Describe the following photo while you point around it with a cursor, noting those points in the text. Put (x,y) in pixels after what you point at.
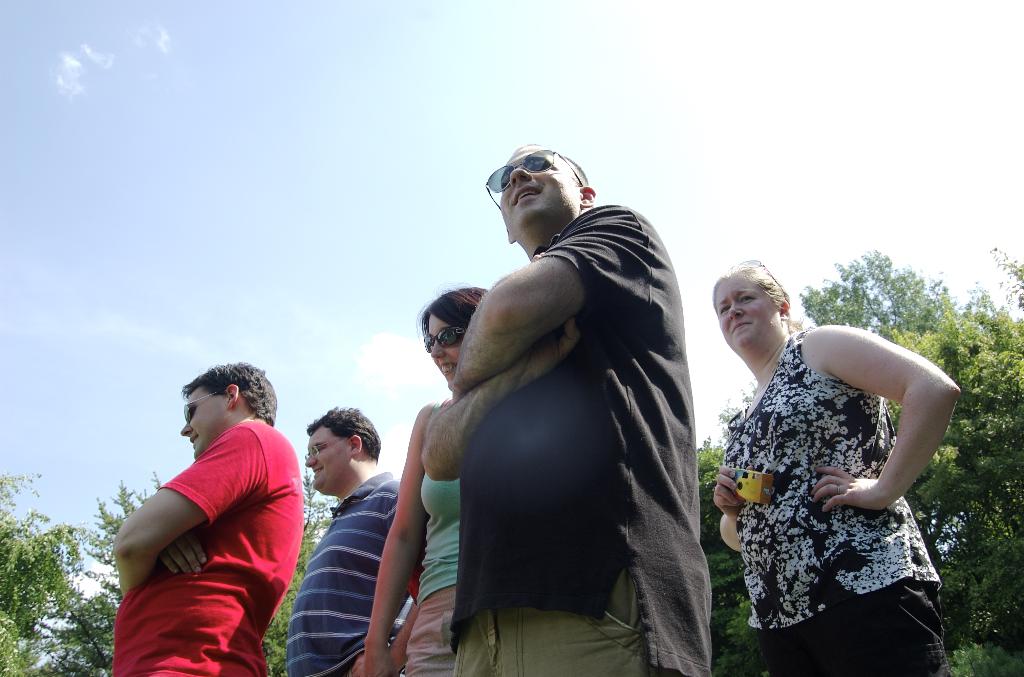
In this image we can see a group of people (599,554) standing. A lady (850,517) is holding an object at the right side of the image (830,526). There are many trees (985,548) in the image. We can see the sky (279,173) in the image.
